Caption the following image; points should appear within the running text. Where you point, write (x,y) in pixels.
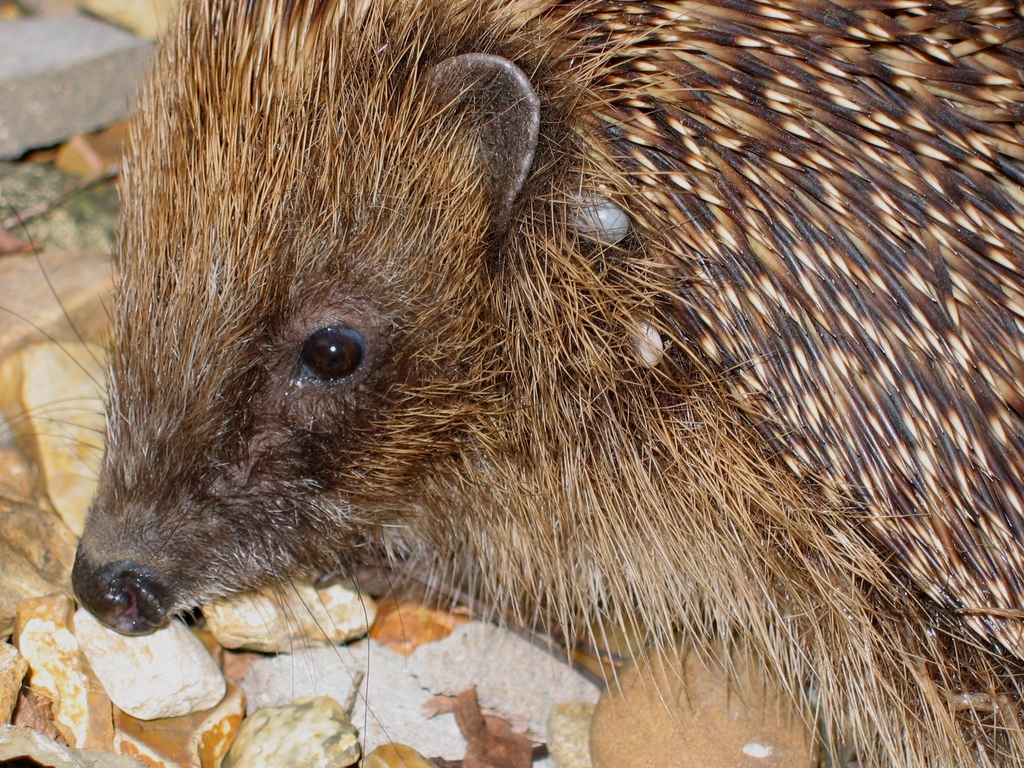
In the image in the center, we can see the stones (138,745). On the stones (457,630), we can see one hedgehog (529,428), which is brown in color.
